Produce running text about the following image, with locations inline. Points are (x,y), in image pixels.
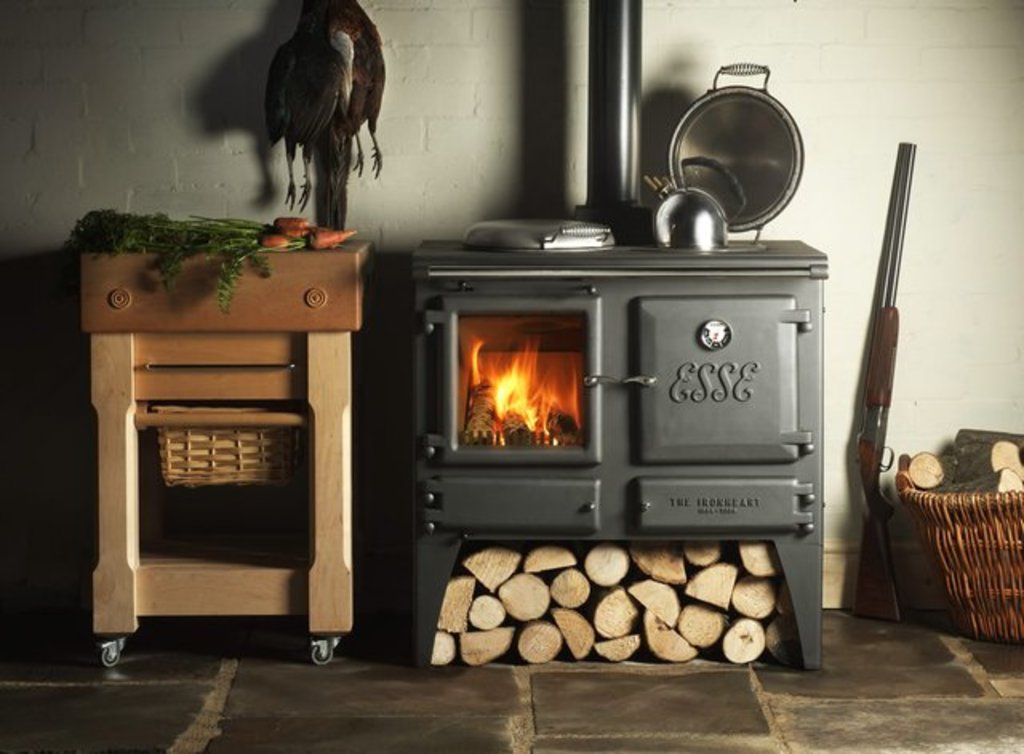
In this I can see a table (205,356), on the table (216,273) I can see leaves (245,236) and carrot (304,221) and beside the table (320,337) I can see a rack (439,298), under the rack (613,294) I can see a fire (516,391) and wooden sticks (723,568) and at the top of rack (702,324) I can see bowl (783,160) and pole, on the right side (1014,529) I can see a basket (955,556), in the basket (939,550) I can see wooden sticks (976,432), gun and there is the wall (893,114) visible in the middle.
